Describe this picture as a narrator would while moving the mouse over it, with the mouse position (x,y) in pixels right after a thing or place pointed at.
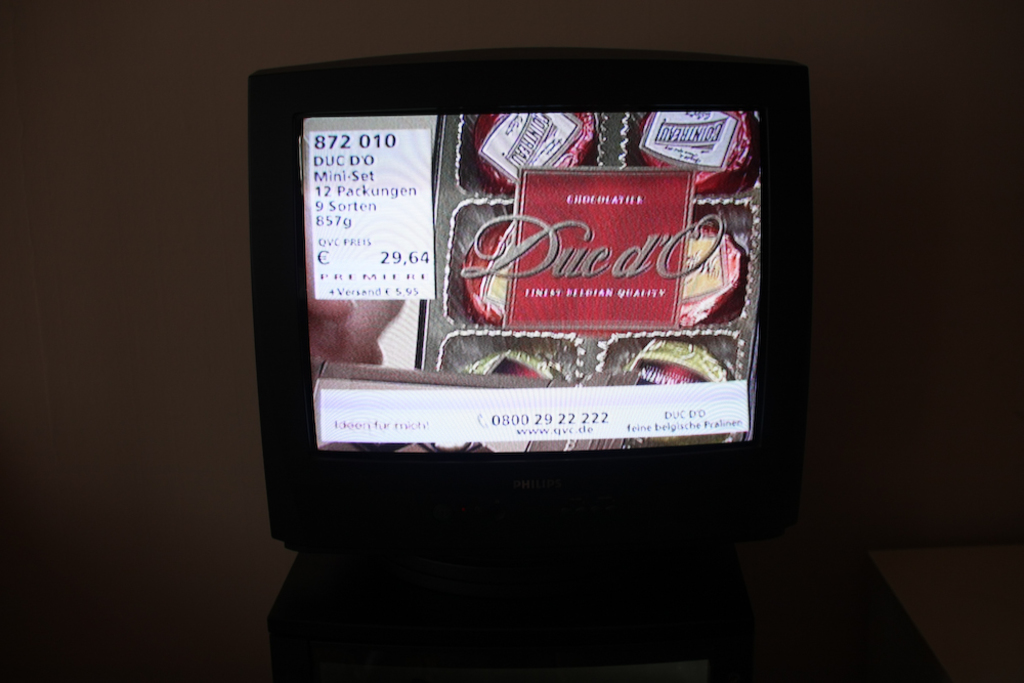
In the image there is a television (545,408) and the pictures (477,202) of chocolates (685,161) and some information (370,214) related to them are being displayed on the screen (414,282) and in the background (844,159) there is a wall (986,149).
